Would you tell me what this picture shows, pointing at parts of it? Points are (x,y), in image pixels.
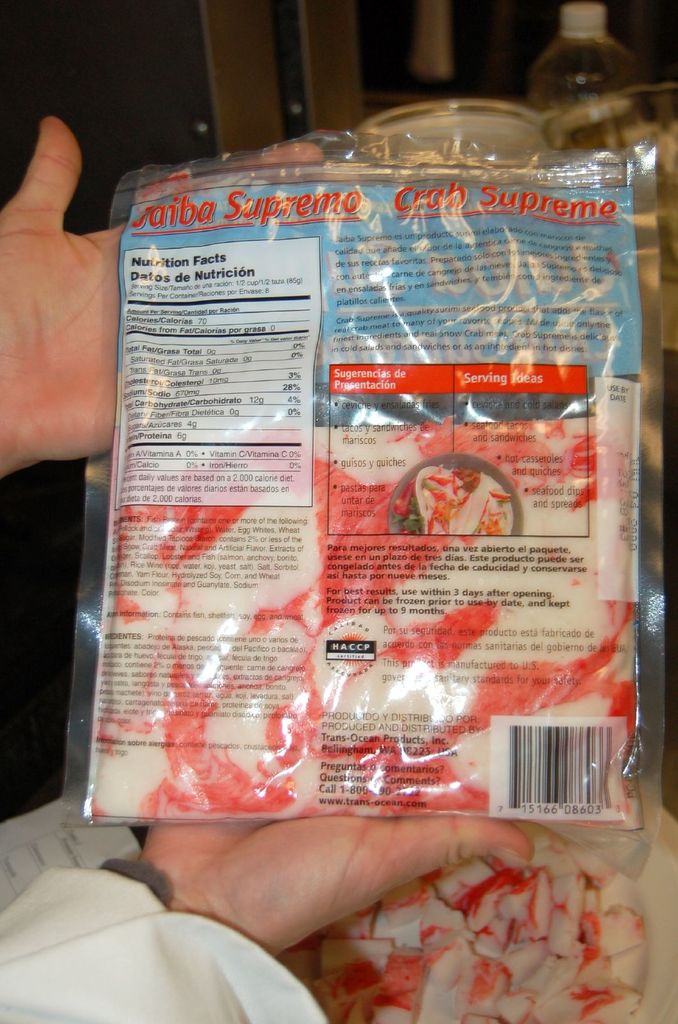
In this image, we can see a person (70,421) holding a crab supreme packet (307,542) and in the background (451,79), there is a bottle (572,73) and we can see some other objects (554,132). At the bottom (573,928), we can see crab supreme flakes (489,943) on the plate (530,934).
